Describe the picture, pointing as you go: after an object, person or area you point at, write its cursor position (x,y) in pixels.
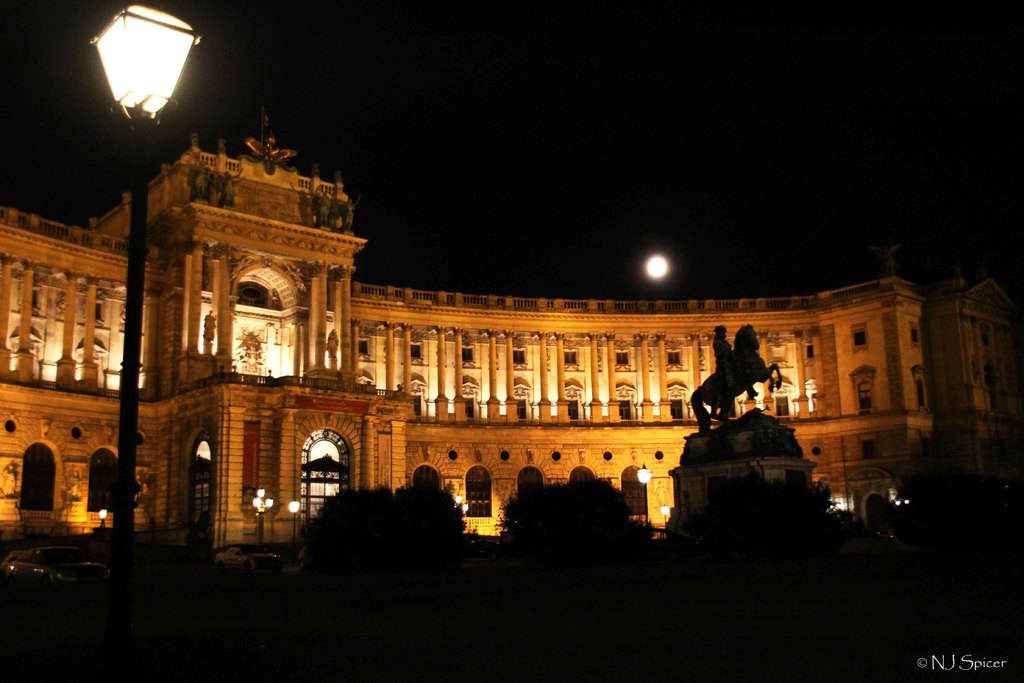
In this image there is a building (58,528), light poles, statues (706,386), plants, vehicles (11,564), moon (658,274), dark sky (678,257) and objects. At the bottom right side of the image (953,666) there is a watermark (953,666).
